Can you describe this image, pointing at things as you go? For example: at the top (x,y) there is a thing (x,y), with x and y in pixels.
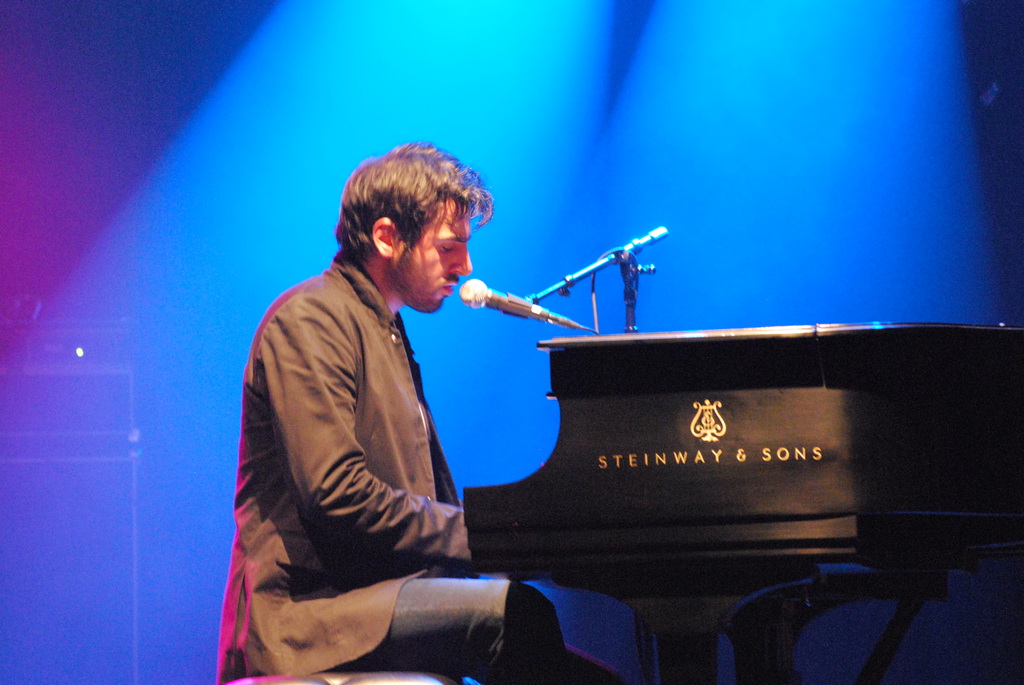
In this image, man (389,640) is sat on the stool (387,679). He is in-front of piano (626,466), there is a mic (496,300), stand (635,303), wire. At left side (95,515), we can see some boxes (89,457).
